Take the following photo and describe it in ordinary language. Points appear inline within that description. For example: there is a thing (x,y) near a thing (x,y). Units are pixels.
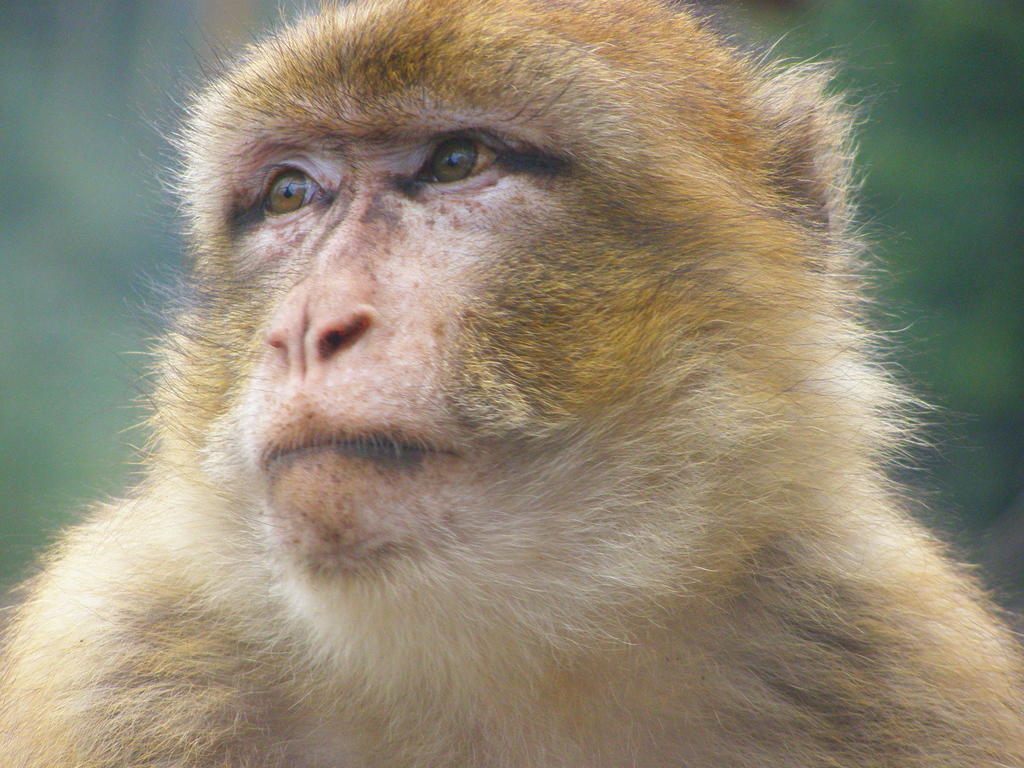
In this image there is a monkey (452,331). Background (50,92) is blurry.
